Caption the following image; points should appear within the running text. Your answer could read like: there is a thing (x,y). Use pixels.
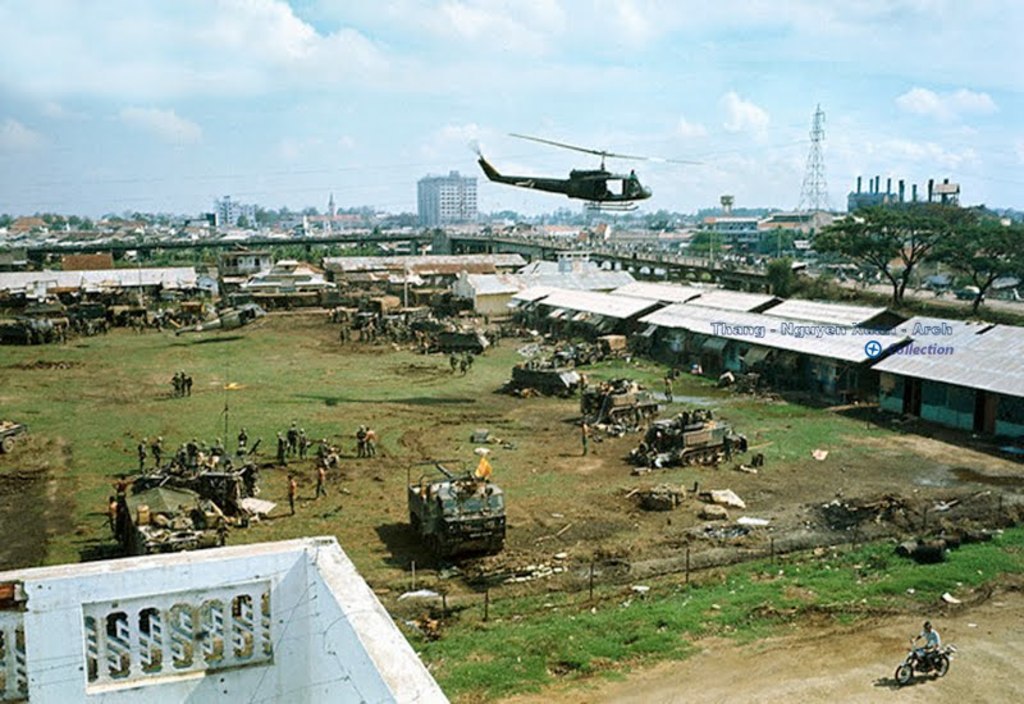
in this image I can see buildings (761,371). There are group of people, armored vehicles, other vehicles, there is grass (752,436) and in the background (673,88) there is sky (290,89).
